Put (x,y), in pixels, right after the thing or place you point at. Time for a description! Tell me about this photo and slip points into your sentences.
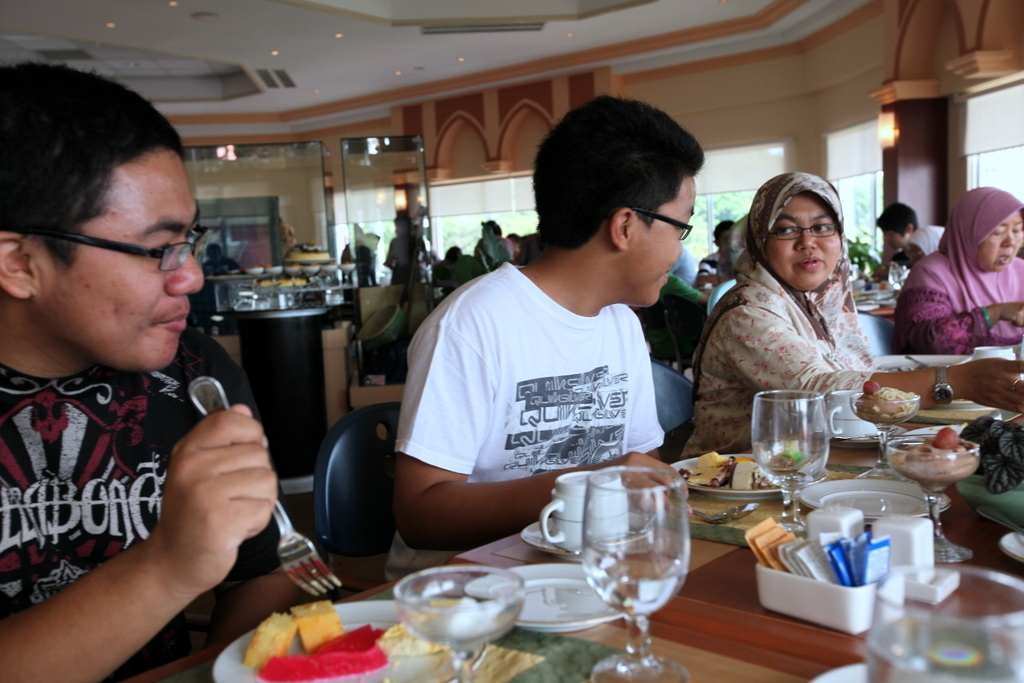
In this image I can see people (621,458) among them some are standing and some are sitting on chairs (360,424) in front of tables (845,466). On tables (830,448) I can see glasses (657,596), plates (837,500), food items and other objects (748,513). In the background (342,76) I can see lights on the ceiling (314,80) and other objects (252,243).
